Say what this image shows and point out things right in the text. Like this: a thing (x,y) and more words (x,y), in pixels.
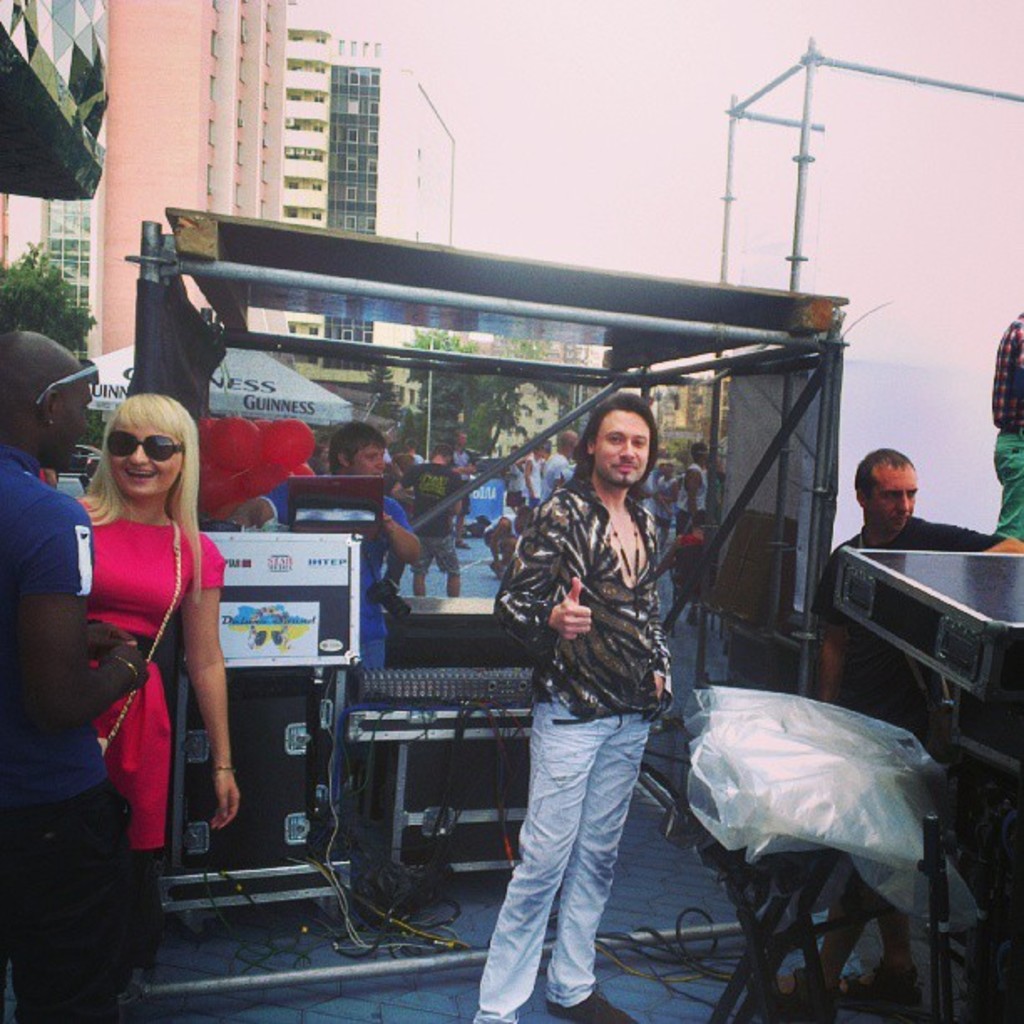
In this image, we can see some people (24,813) standing, there are some musical instruments (464,738), in the background (156,155) we can see some buildings (226,132), at the top (625,54) there is a sky (627,50).
